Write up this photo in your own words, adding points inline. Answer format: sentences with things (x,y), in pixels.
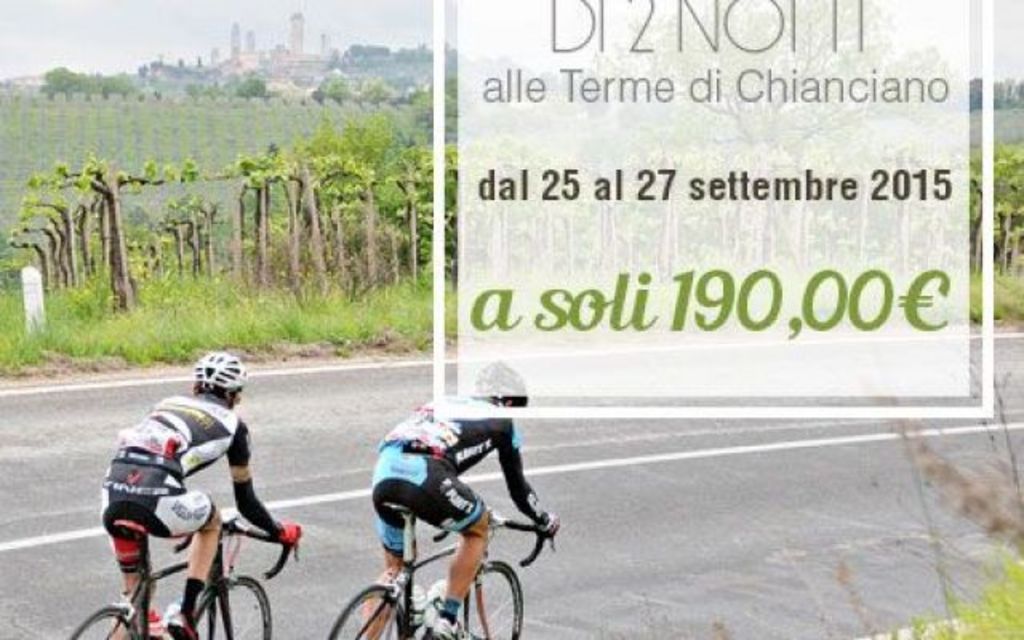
In this image, we can see people (427,461) sports dress (436,491) and are wearing helmets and are riding bicycles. In the background (89,179), there are trees (217,85) and we can see buildings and we can see a pole (24,292). At the bottom (638,500), there is a road (644,478). At the top (767,193), we can see some text (715,302).
